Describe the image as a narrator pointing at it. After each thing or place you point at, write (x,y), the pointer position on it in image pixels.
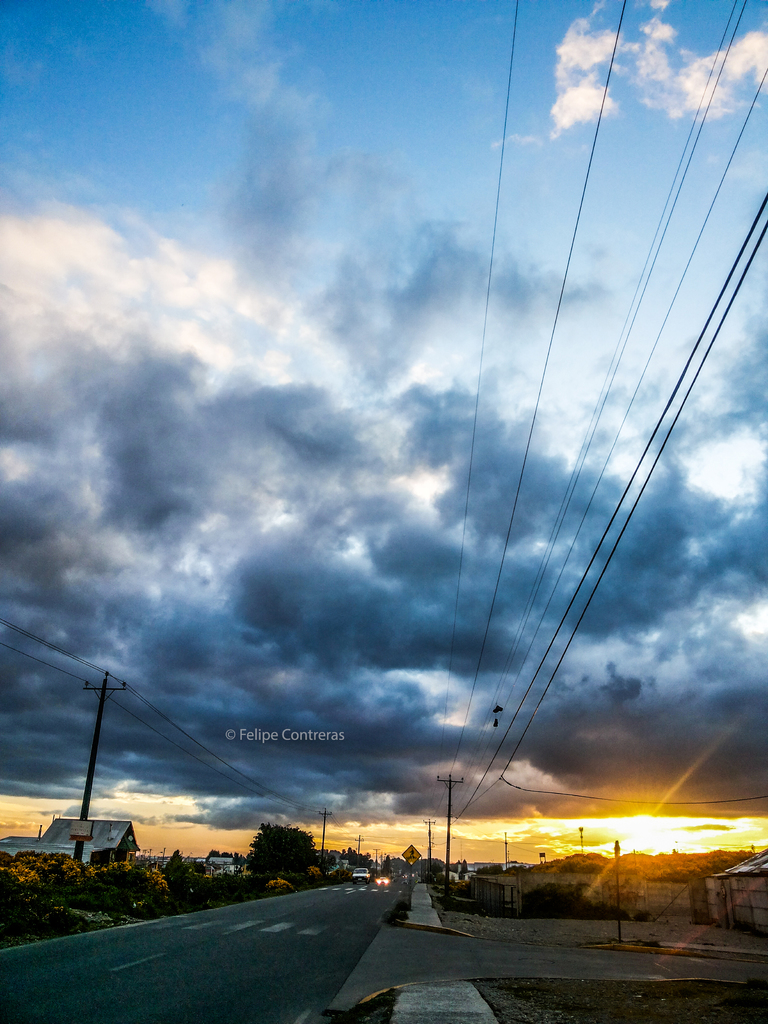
In the foreground of the picture (389,1020) there are road (154,989), pavement (430,999) and grass (661,1009). On the right (695,865), there are houses (745,900), poles (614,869), current poles (504,839), cables (512,715), trees (584,868). On the left (135,877) there are trees (191,864), current poles (323,849), cables (261,793) and houses (68,838). In the center of the picture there are cars (362,870) and trees (321,864). In the background (619,835) it is the sun (637,830). Sky (605,810) is cloudy.
